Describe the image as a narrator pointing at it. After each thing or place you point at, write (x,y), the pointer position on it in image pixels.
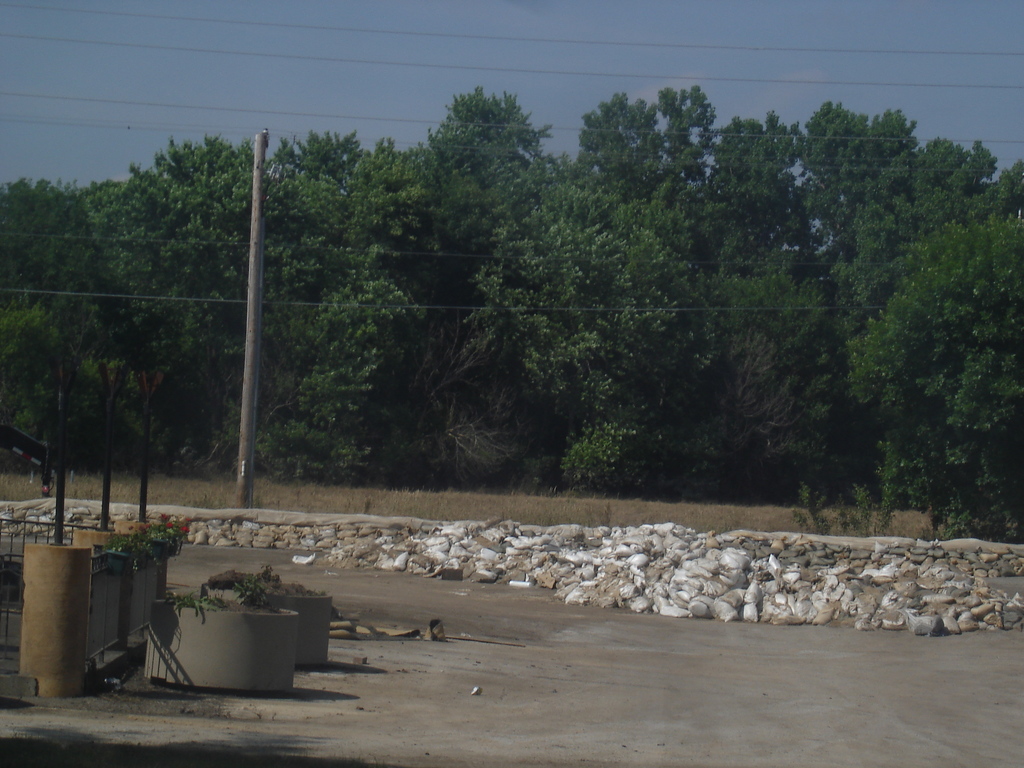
In this image we can see sacks (560,573), plants (273,592), poles (243,455), cylindrical objects (80,552) and other objects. In the background of the image (552,356) there are trees (583,149) and grass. At the top of the image (127,106) there is the sky (72,137) and cables (885,83). At the bottom of the image (531,706) there is the ground (635,729).
